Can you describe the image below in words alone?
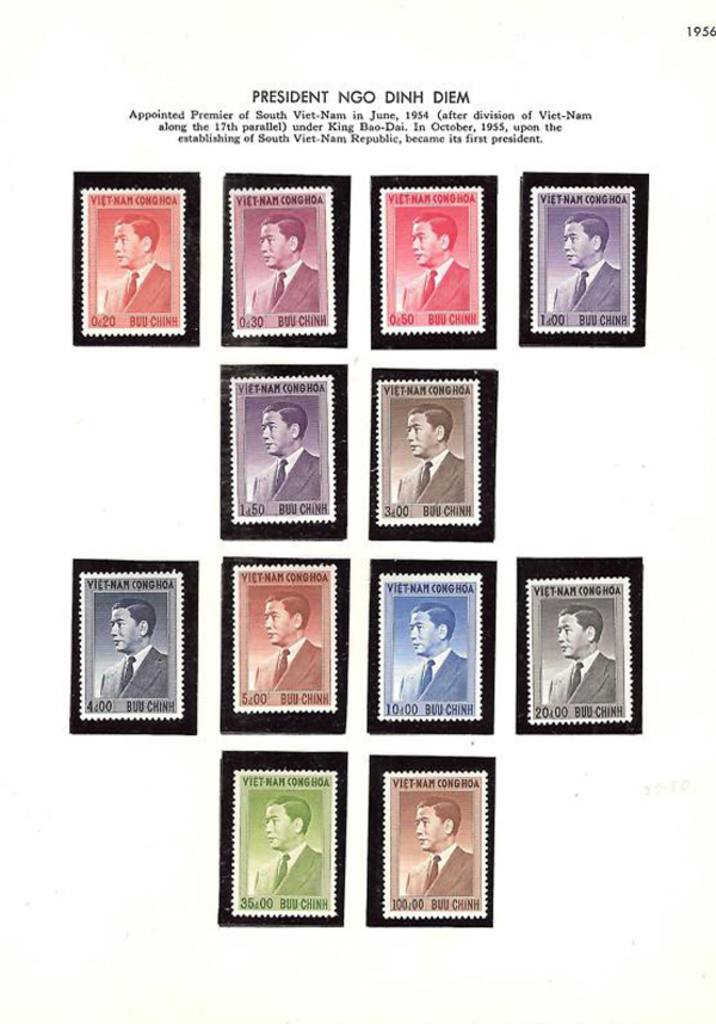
Here, we can see a picture of a man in different colors.
